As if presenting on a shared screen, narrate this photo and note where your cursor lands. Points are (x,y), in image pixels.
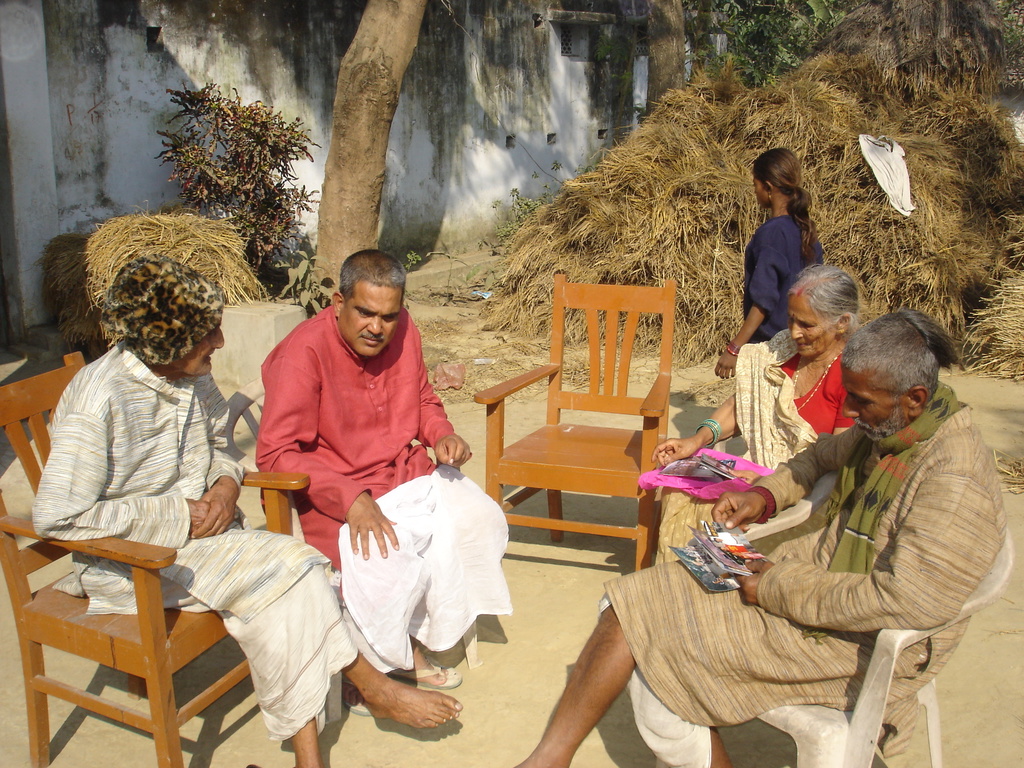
On the background (429,115) we can see wall (492,115), trees (807,2) and a dried grass (916,196). Here we can see few persons (442,714) sitting on chairs (267,508) and discussing something. We can see this man (871,495) holding photos (705,573) in his hand (767,565). We can see a girl (757,244) standing here.
